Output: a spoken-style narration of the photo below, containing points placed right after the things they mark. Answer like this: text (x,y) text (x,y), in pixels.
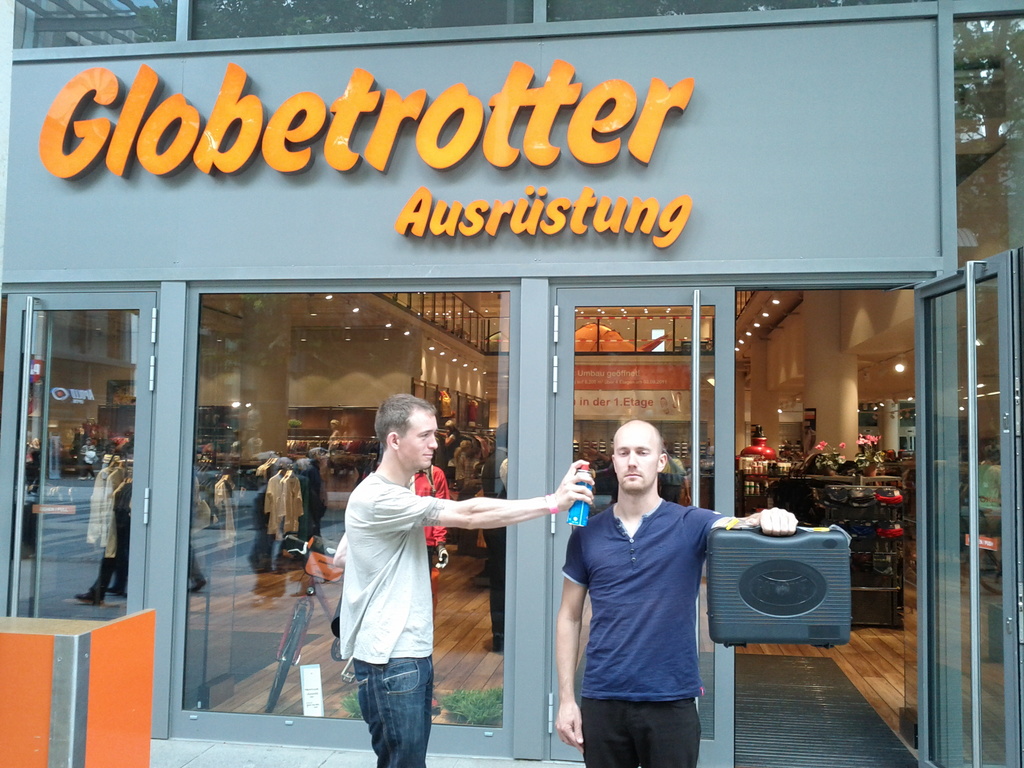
In this image we can see a man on the right side (684,743) is holding a suitcase (715,542). Here we can see a man (404,751) on the left side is holding the spray bottle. Here we can see the glass door (609,339) on the right side (960,401). Here we can see the glass windows (346,412).
